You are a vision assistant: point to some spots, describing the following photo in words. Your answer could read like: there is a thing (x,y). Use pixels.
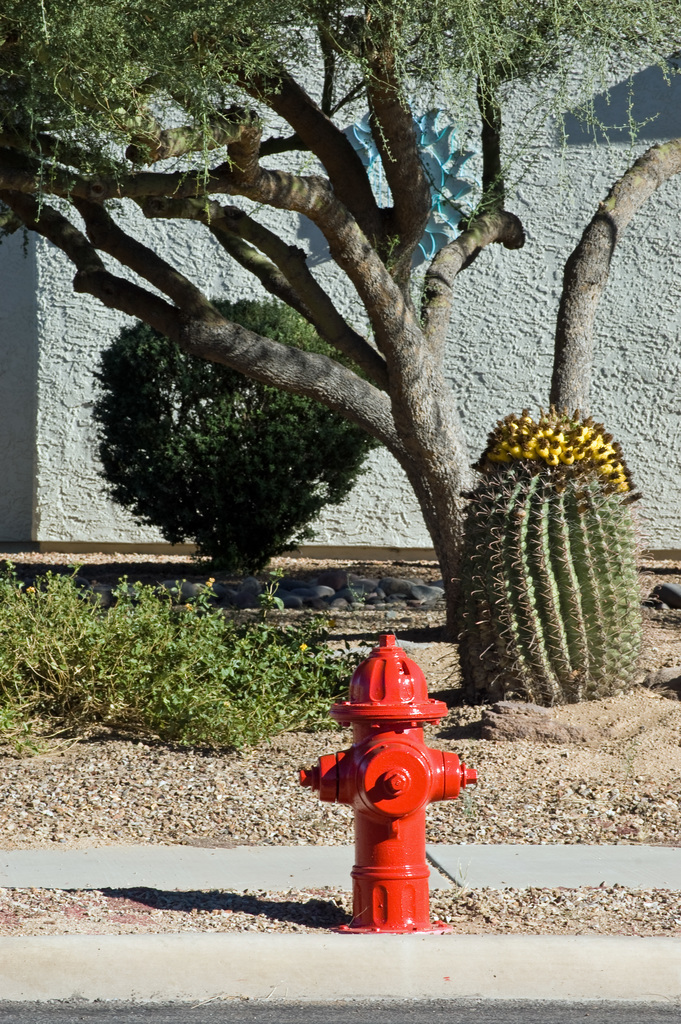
In the foreground (437,725), I can see a fire hydrant (363,764), grass (201,643), house plants (532,493) and a tree (404,446). In the background (408,524), I can see a wall (503,372). This image taken, maybe during a day.
